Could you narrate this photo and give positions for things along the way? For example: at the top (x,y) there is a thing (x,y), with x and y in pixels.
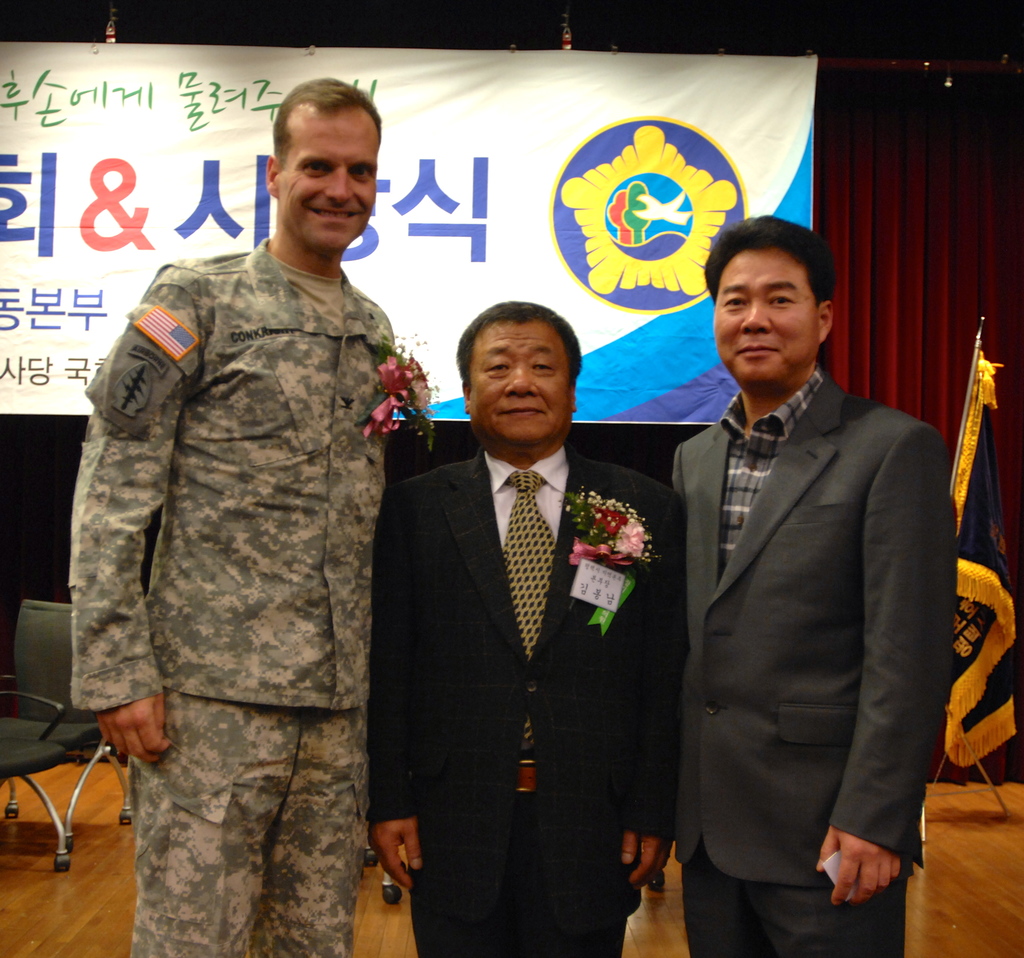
In this image, we can see some people (476,678) standing and in the background (8,737) there is a chair (6,751) and there is a poster (484,148).
